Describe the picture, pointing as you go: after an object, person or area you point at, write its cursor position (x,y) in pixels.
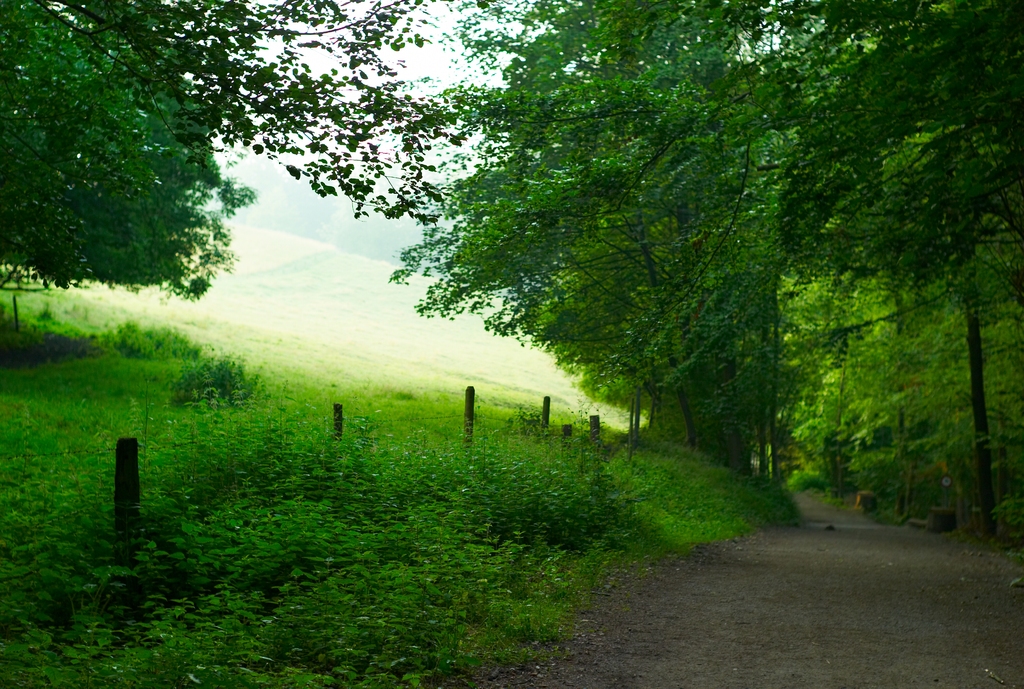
In this image there are plants (242,505) towards the bottom of the image (292,504), there is the sky (391,40) towards the top of the image (405,43), there are trees (722,202), there is road (839,614) towards the bottom of the image (827,573).
